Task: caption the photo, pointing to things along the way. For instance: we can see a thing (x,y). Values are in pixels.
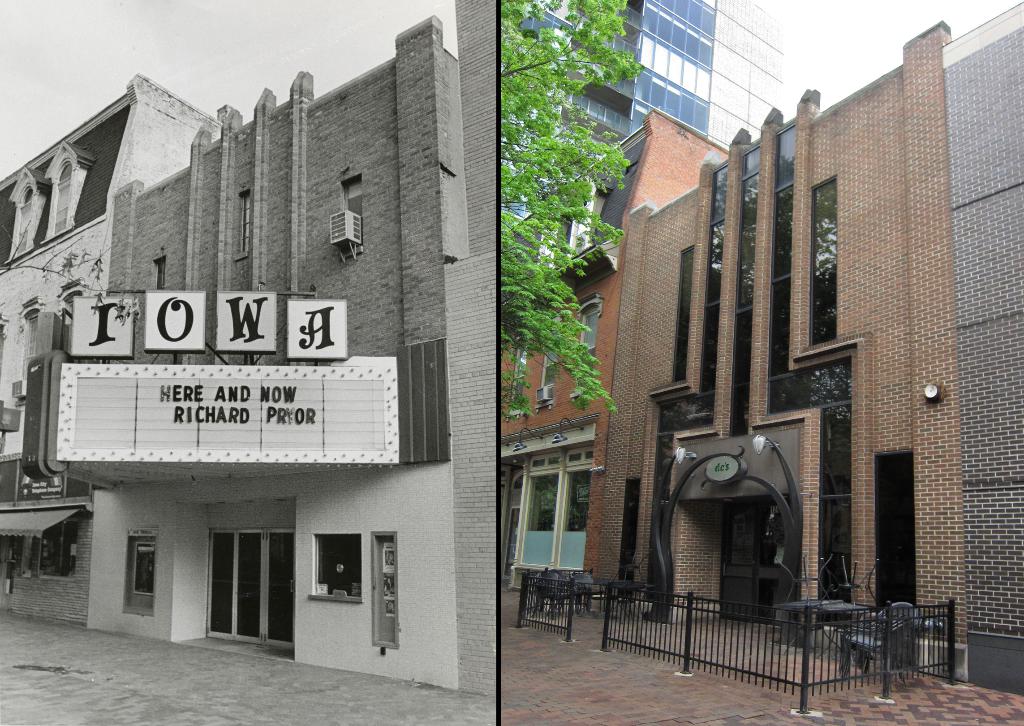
It is a photo collage, on the left side (219,453), there is a building (293,442) with a name (127,338) on it. On the right side (857,127) there is a building (931,333) with glasses (887,476), there is a tree (598,12) in this image.
